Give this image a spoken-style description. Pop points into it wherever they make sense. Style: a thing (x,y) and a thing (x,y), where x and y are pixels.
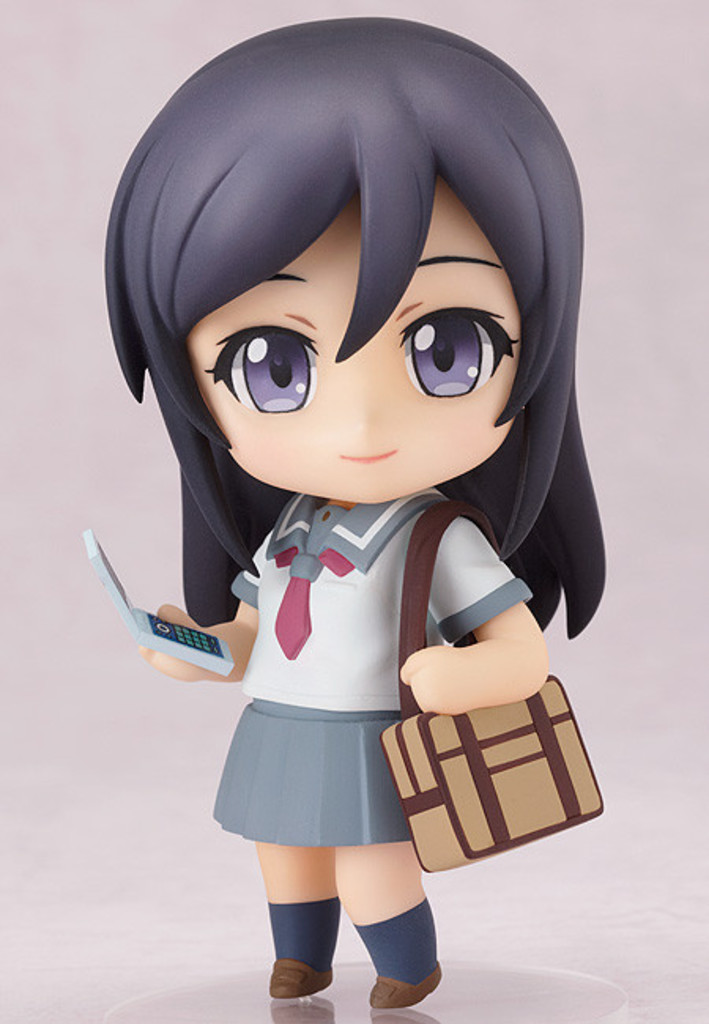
In this image, we can see depiction of a person (402,501) on the pink background (31,425). This person (321,472) is wearing a bag (468,790) and holding a phone (155,649) with her hand (174,665).
